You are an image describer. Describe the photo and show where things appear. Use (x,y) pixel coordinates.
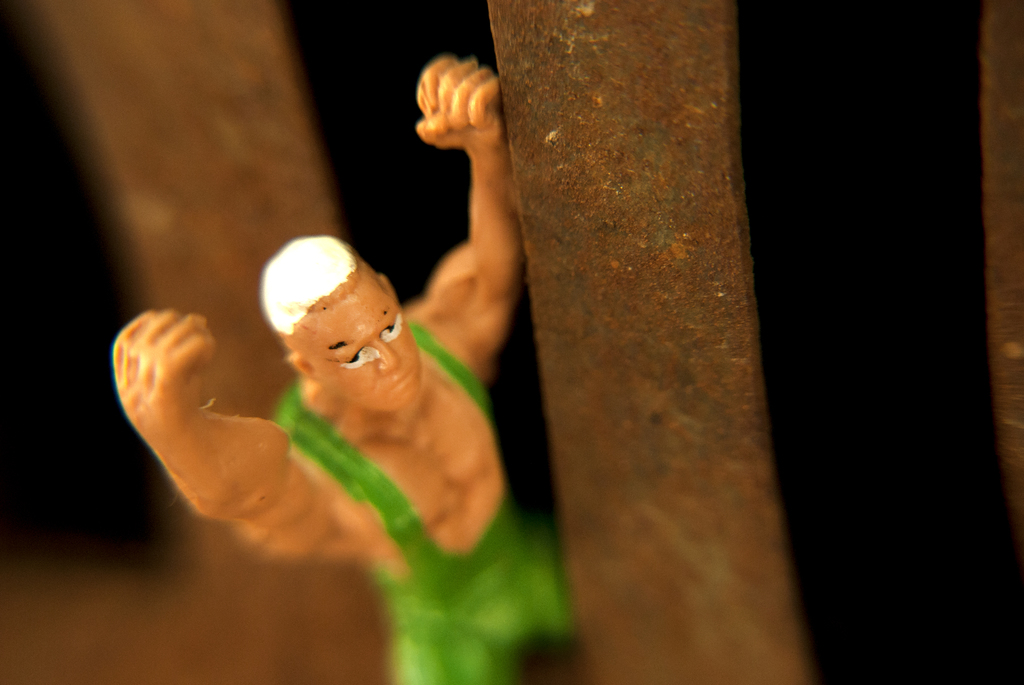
In this image we can see a toy (148,371) and the background (97,339) is dark and blurred.
